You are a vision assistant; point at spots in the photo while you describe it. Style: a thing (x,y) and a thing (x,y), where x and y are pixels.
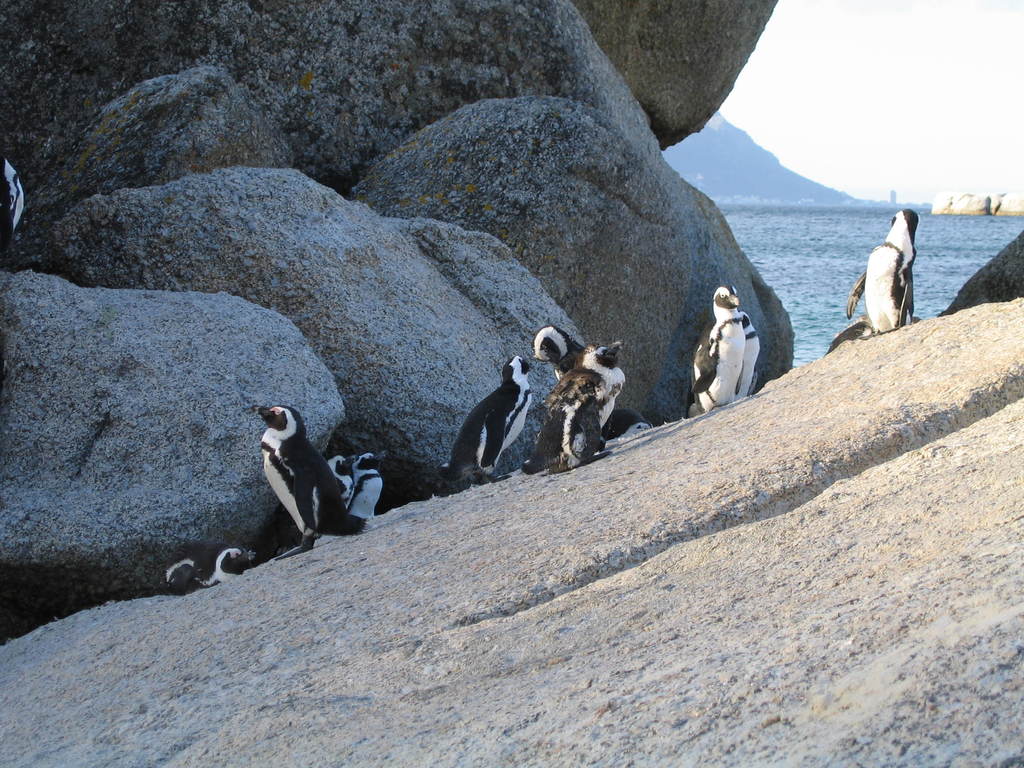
In this picture we can see penguins (600,390) on a rock (650,574) and in the background (930,104) we can see rocks (634,327), water (786,286), mountains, sky (919,132).
